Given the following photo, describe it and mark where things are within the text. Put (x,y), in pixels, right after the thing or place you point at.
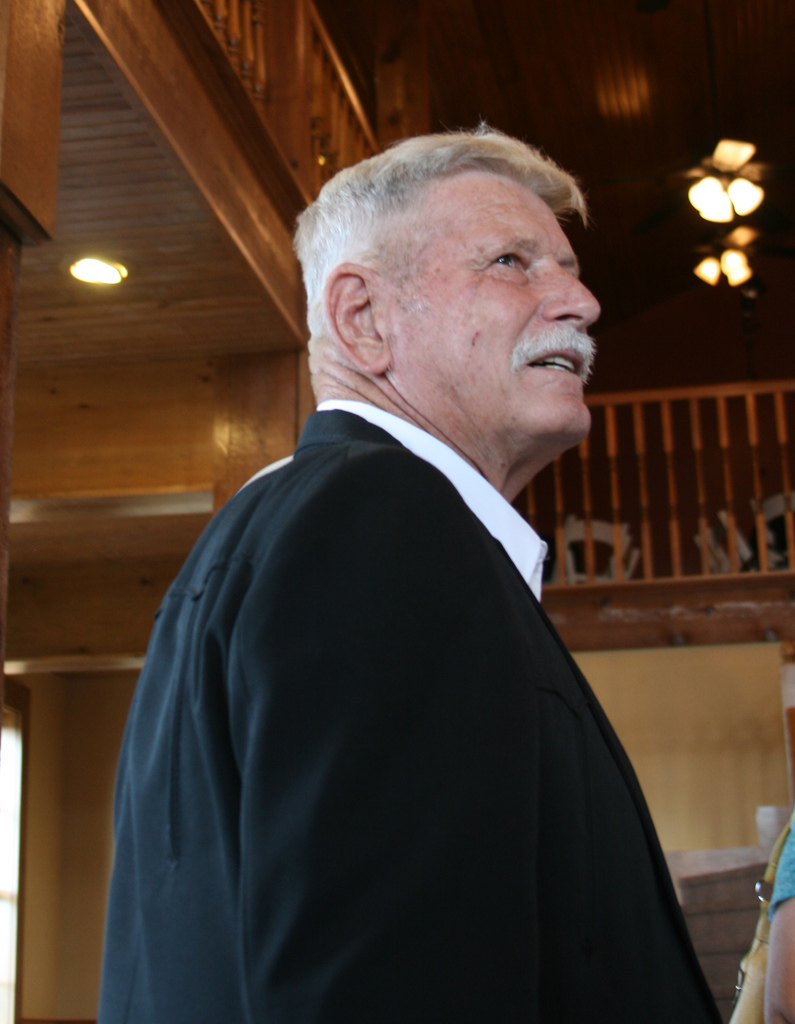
This picture is clicked inside. In the center (476,483) there is a man (458,851) wearing a black color dress (463,757) and seems to be standing on the ground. In the background (717,428) we can see the roof (166,157), ceiling lights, deck rails (783,431) and a chandelier (713,219).
